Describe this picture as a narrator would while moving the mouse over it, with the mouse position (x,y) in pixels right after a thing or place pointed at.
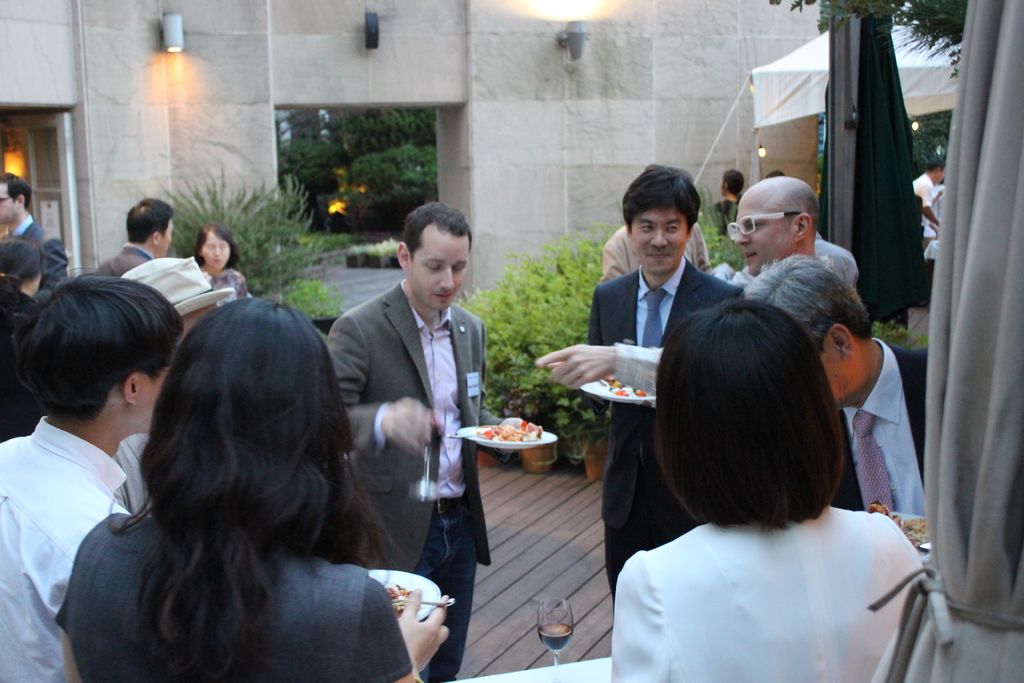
In this image we can see a few people (616,326), some of them are holding plates (473,441) with food (506,440) and a spoon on it, there are plants (571,257), tree (945,39), there are tents (787,115), there is a glass of drink (557,611), there are lights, also we can see the wall (579,84).
